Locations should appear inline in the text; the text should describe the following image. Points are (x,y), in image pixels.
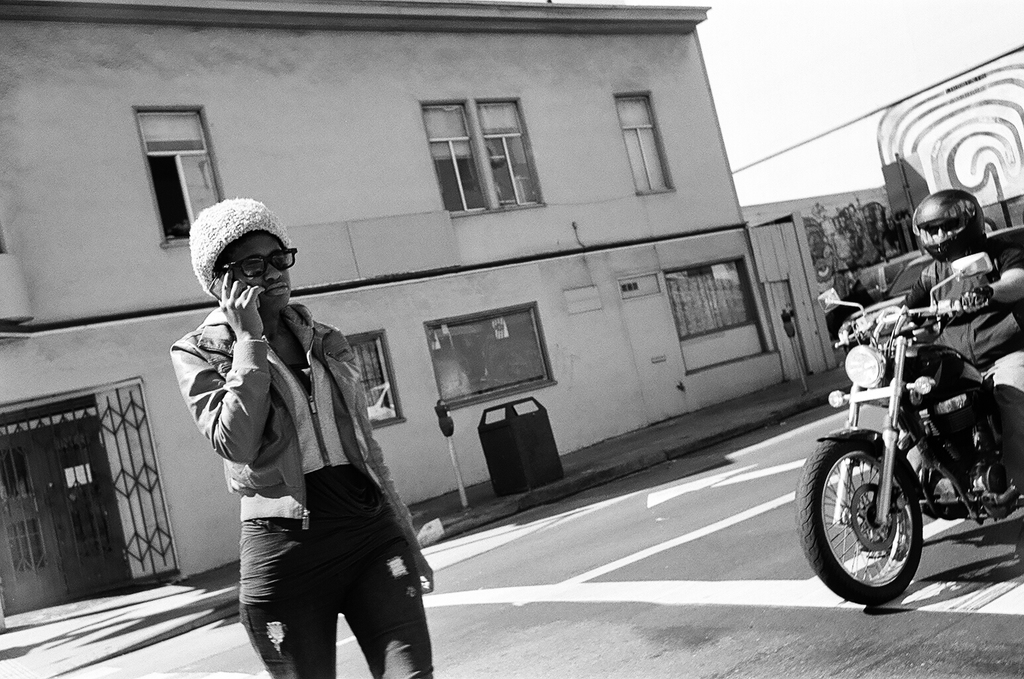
This is a black and white image. There is a building (475,248) on the backside (361,365). There are two persons (361,594) in this image one is sitting on the bike (832,472), other one is standing. There are windows (489,126) to that building (520,333).
